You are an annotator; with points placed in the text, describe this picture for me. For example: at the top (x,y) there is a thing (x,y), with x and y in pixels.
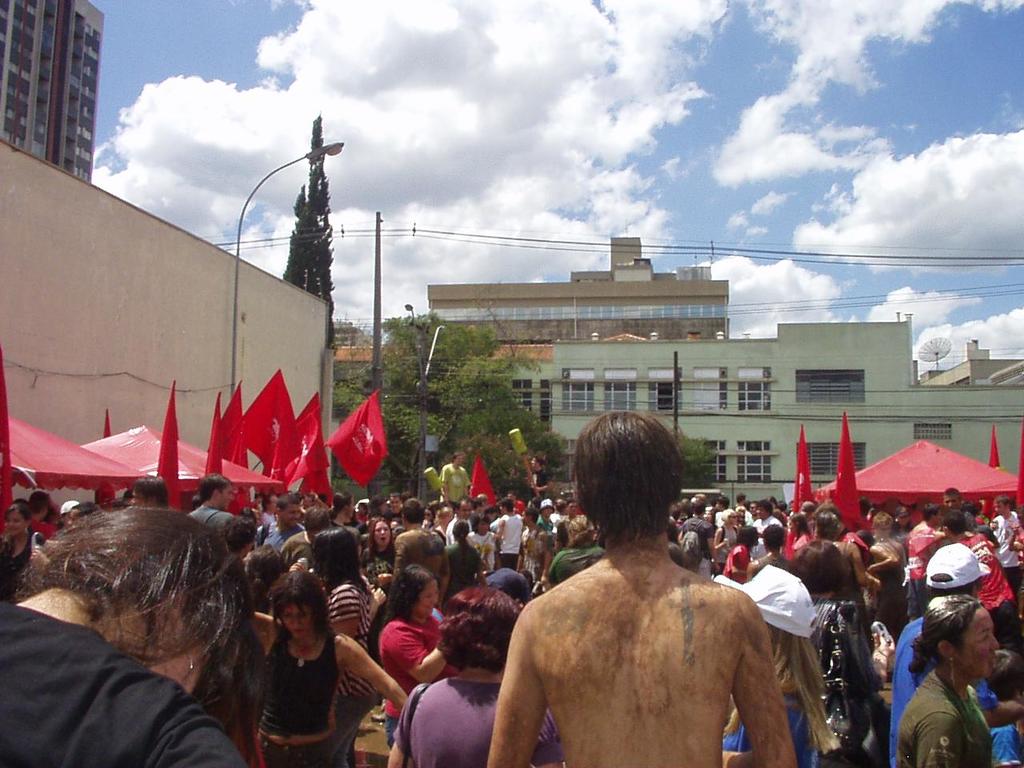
In this picture there are few persons (634,579) standing and there are few red color flags (233,431) and some other objects (40,455) in the left corner (83,443) and there are buildings (691,351), trees (399,339) and wires (751,391) in the background (681,376) and the sky (497,95) is a bit cloudy.
